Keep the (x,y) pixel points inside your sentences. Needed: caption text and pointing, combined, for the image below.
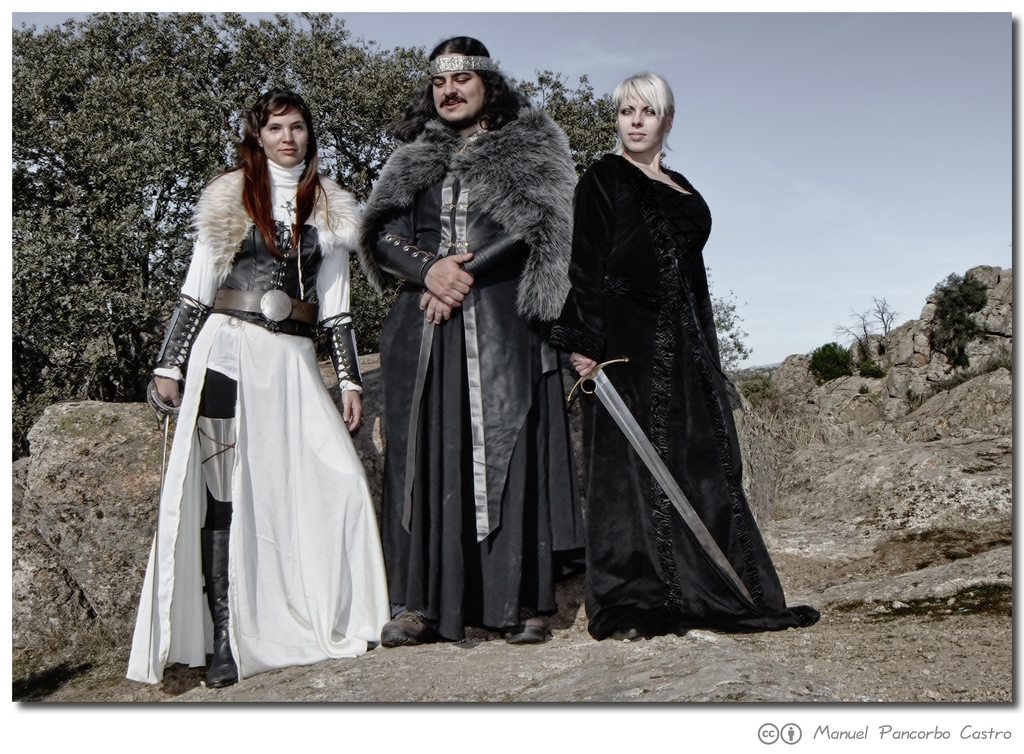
This is completely an outdoor picture. On the background of the picture (866,148) we can see a sky (827,141). This is a tree (128,122) and these are the mountains (938,428) and bushes (963,302). In Front of the picture we can see three persons (783,601) standing and giving a pose. On the right side of the picture (704,402) we can see a woman (695,446) wearing a black dress (683,433) and holding a sword (602,395) in her hand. In the middle (365,269) we can see a man (405,462) wearing a fancy dress (528,167) which is in grey colour. On left side of the picture (284,386) we can see a woman (220,436) wearing a fancy dress (237,439) which is in white colour.
